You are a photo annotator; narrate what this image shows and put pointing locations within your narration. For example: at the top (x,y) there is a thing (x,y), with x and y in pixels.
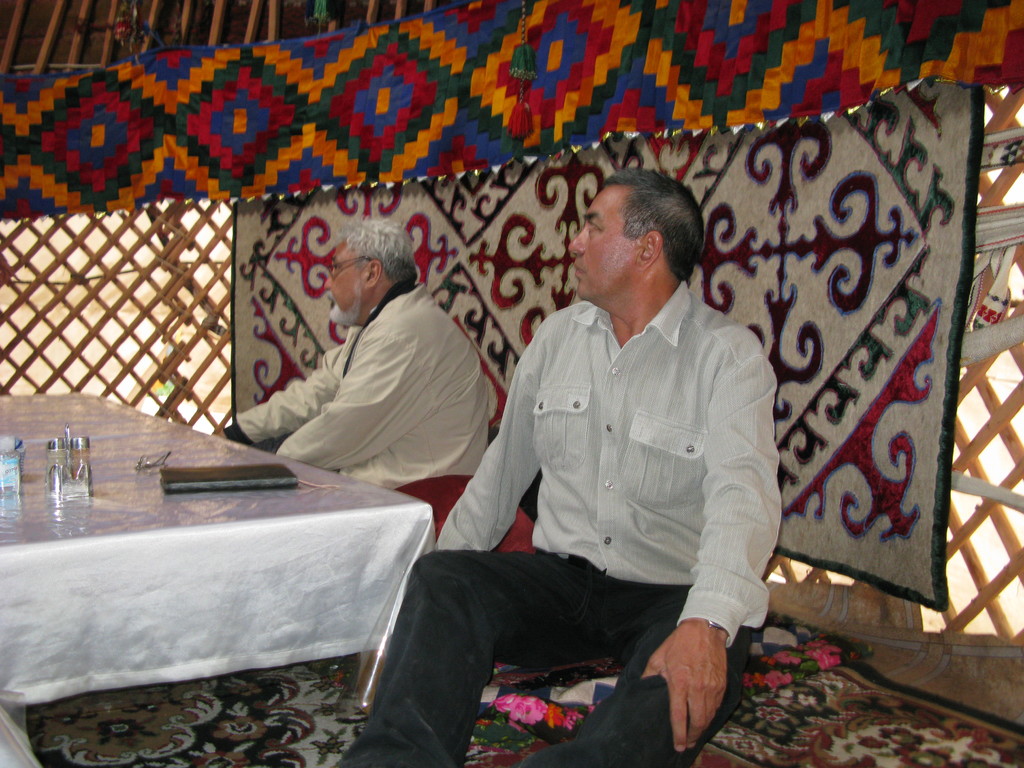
Here we can see two persons (614,595) are sitting on the floor (866,677). This is table (214,600). On the table (277,580) there is a cloth (224,570), bottles (78,440), and spectacles (170,454). This is floor (221,705). In the background (467,218) there is a cloth (854,272) and this is fence (87,342).
